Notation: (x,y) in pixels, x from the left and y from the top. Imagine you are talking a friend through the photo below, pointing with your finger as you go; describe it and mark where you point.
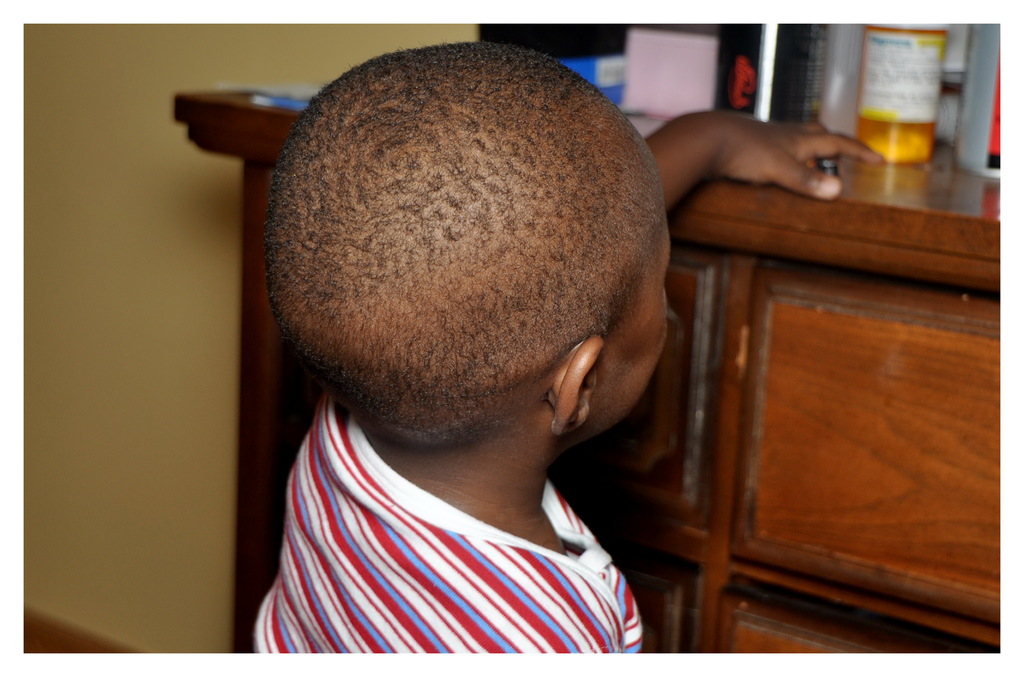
In this image we can see a child (438,335) is standing, in front of him cupboard (790,431) is there. On the top of the cupboard (800,460) few things (706,64) are kept.
